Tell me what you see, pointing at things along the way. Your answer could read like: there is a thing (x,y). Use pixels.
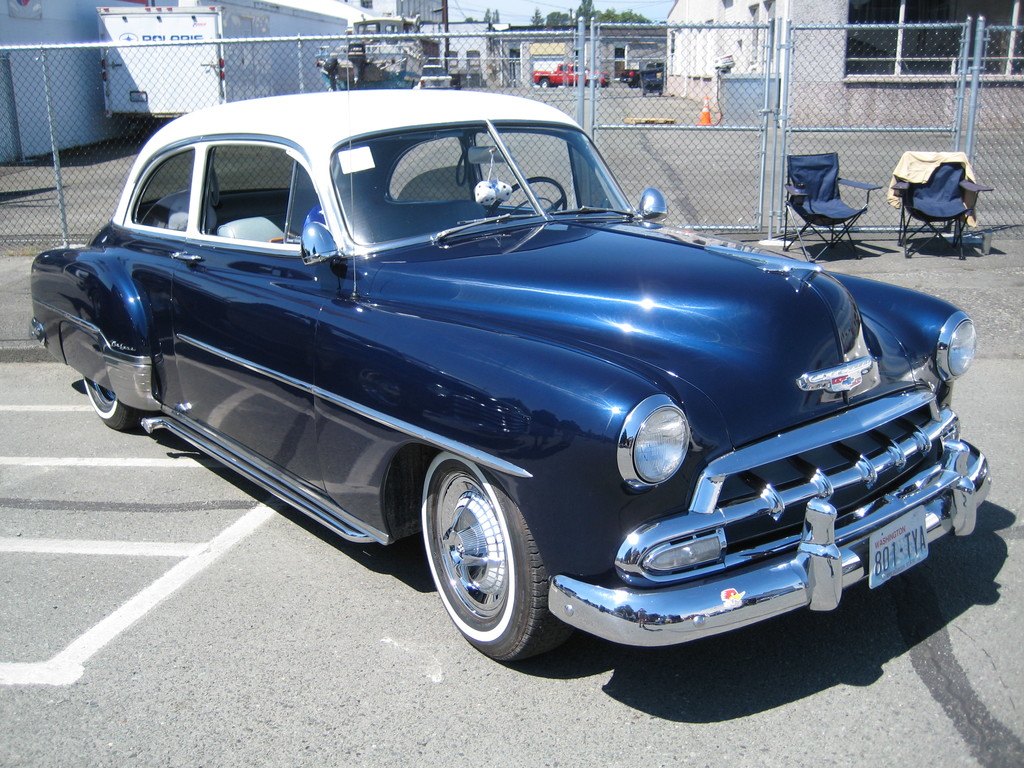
This is an outside view. Here I can see a blue color car (330,311) on the road (253,637). On the right side (864,208) there are two chairs (849,229) beside the road (915,269). At the back of these I can see a fencing (691,107). In the background (459,28) there are some buildings (862,51) and also I can see few vehicles (547,73) on the road (630,105). On the top of the image (523,6) I can see the sky (523,2) and trees (620,17).
